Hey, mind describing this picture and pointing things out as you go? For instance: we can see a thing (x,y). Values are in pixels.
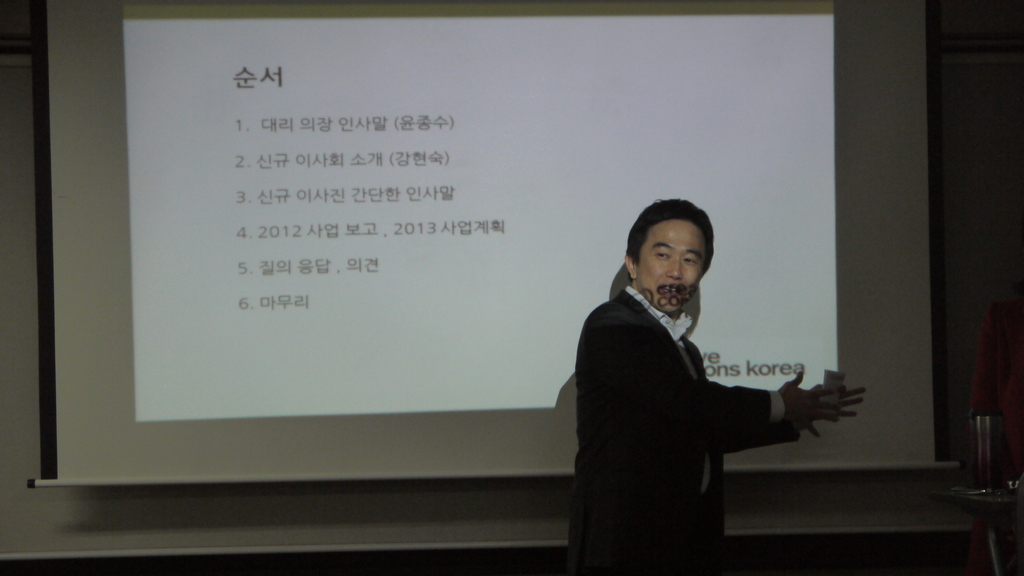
In this image a man (649,453) wearing black suit (623,391) is standing. Behind him there is a screen (294,249). On it there are some texts (327,200).
